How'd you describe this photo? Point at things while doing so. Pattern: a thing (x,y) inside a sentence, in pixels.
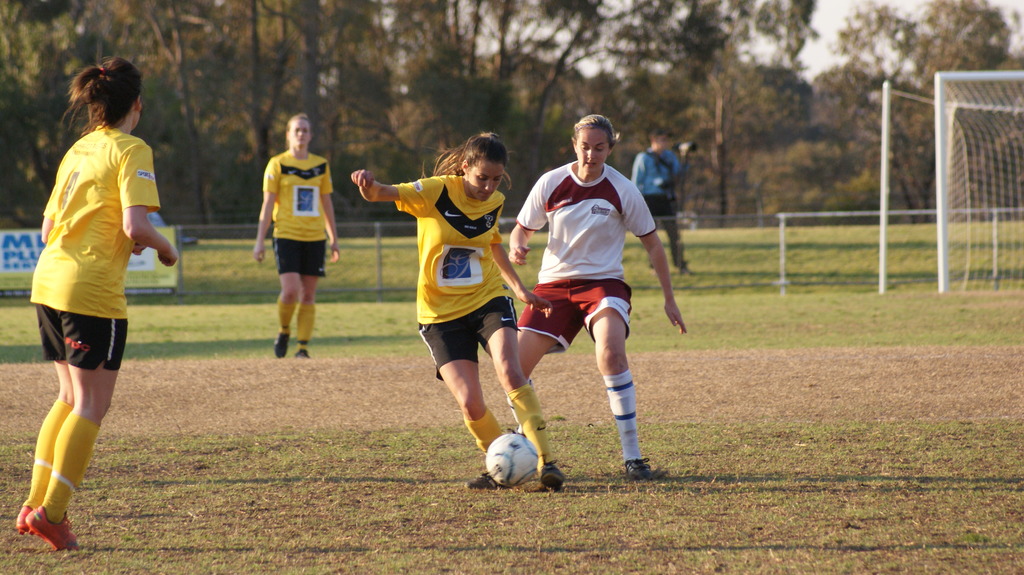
This is a picture of a field (271,347) where we have four sports people (108,303) and a ball (504,477).
